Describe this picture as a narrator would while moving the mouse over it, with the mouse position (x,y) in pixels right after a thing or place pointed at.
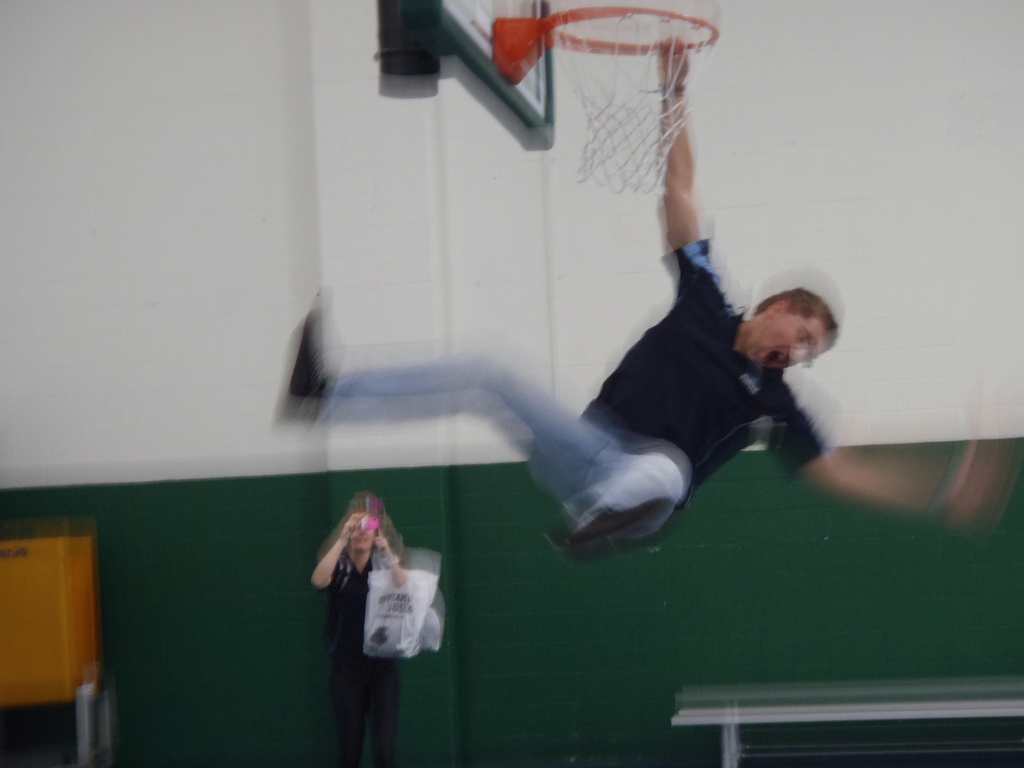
In this image we can see a man (506,362) holding a goal post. On the backside (323,562) we can see a person (336,681) standing holding some covers (370,629) and a device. We can also see a bench (722,751), board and a wall (185,553).
